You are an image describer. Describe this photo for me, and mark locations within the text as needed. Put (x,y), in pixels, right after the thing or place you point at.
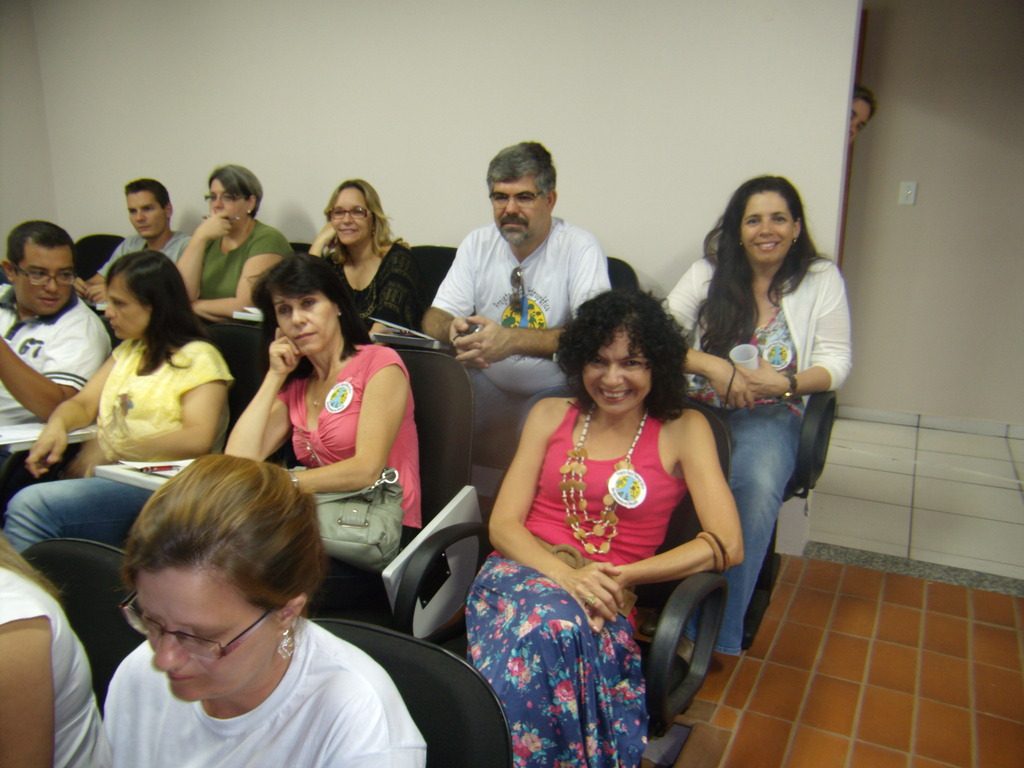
In the picture I can see people (358,575) are sitting on chairs (471,452) and holding some objects (373,522) in hands (475,357). In the background (735,174) I can see walls (516,78), a person (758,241) and some other objects (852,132).
